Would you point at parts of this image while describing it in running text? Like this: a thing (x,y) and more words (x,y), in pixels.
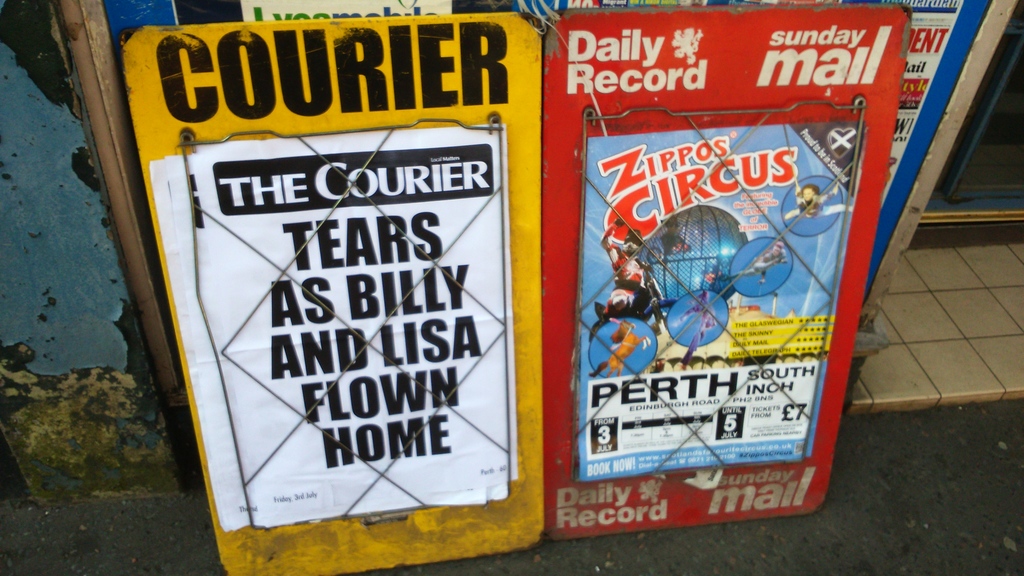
In this image there are boards (390,120) truncated towards the top of the image (408,54), there is text (742,195) on the boards (631,283), there is wall (67,232) truncated towards the left of the image (60,278), there is an object (993,115) truncated towards the right of the image (975,78), there is road (869,538) truncated towards the bottom of the image (695,546).
